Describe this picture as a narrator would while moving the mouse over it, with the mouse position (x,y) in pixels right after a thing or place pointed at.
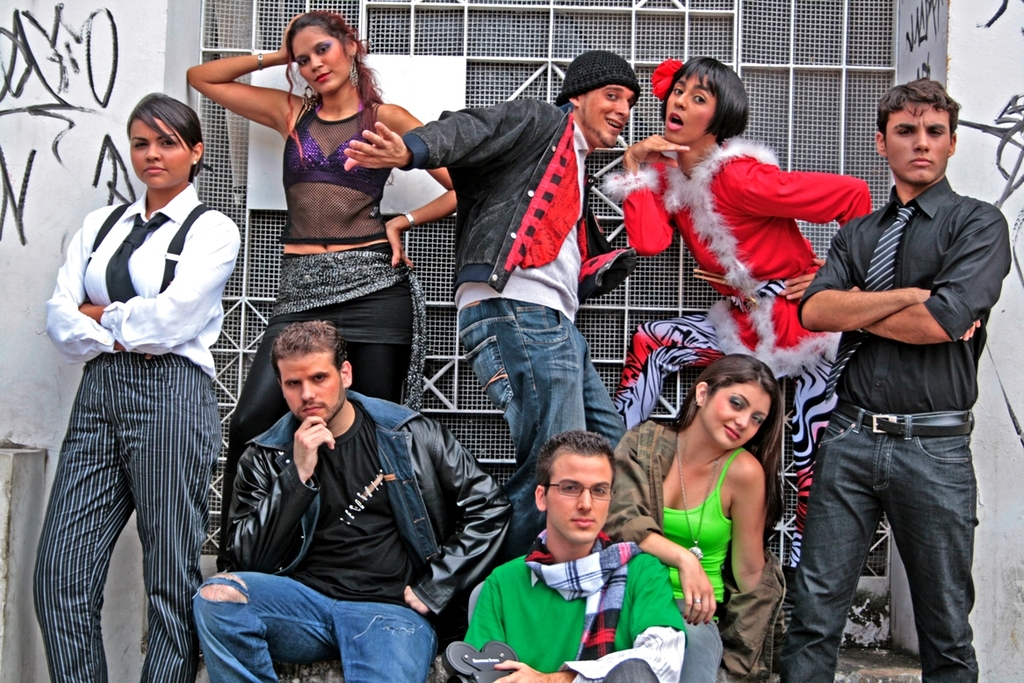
In this image I can see a group of people (588,294) wearing different color dresses (573,312). Back I can see a white wall (144,72) and net window (753,112).
